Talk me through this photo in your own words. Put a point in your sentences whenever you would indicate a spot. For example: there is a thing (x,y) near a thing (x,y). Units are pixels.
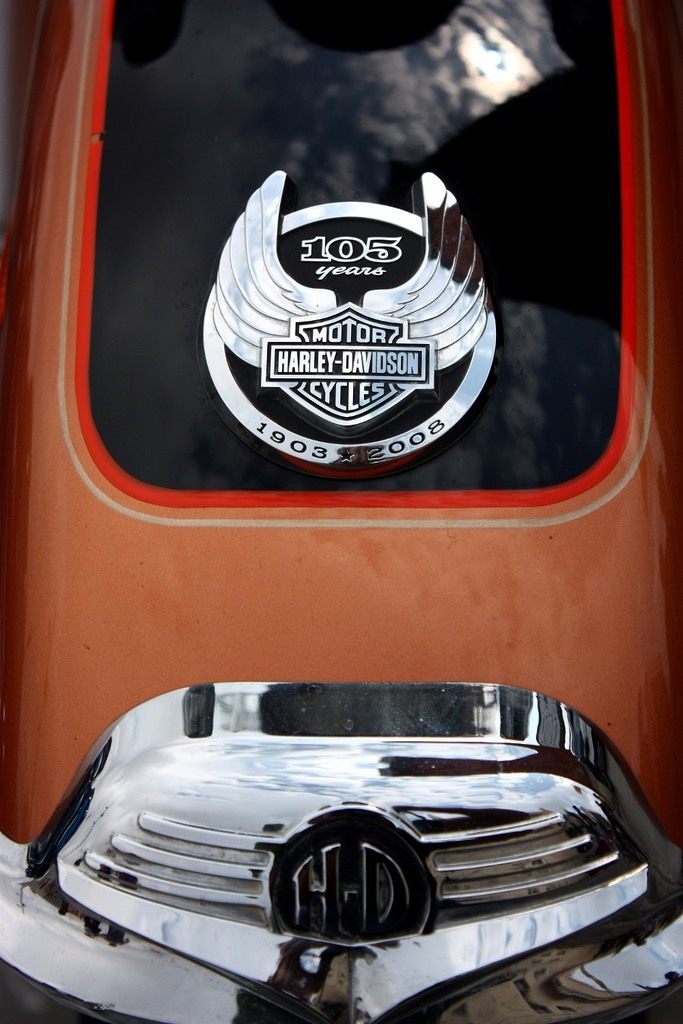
In this picture we can see vehicle (439,635) and we can see logo (476,346) and glass (436,77), on this glass (530,105) we can see reflection (468,152).
